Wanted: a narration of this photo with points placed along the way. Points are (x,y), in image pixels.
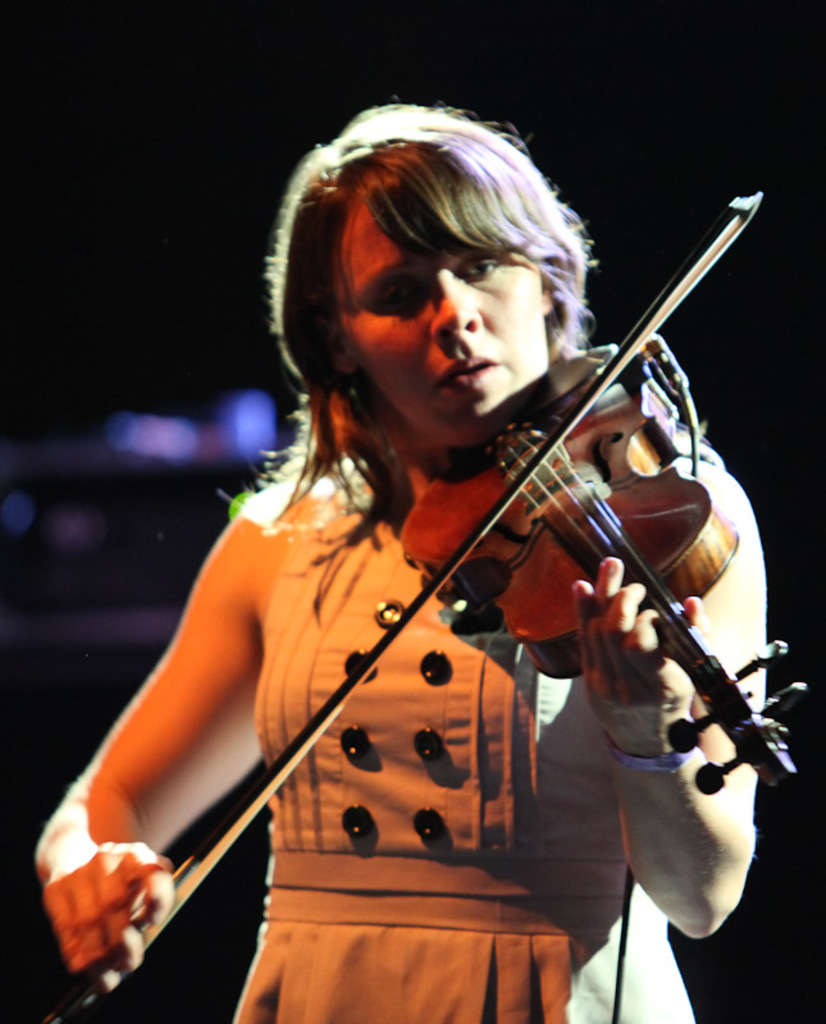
A woman (492,836) is playing violin (563,506).
